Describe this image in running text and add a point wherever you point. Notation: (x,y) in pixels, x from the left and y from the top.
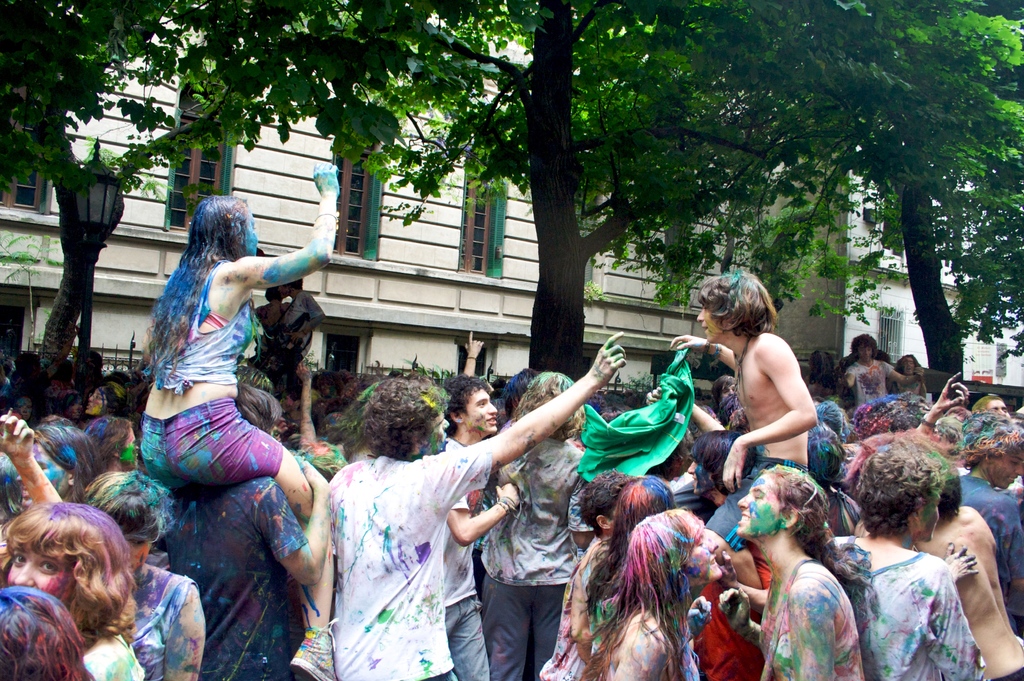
In this image I can see number of people (53,386) are standing in the front (808,481). I can also see colours on their bodies (699,551) and on their clothes (412,507). In the background (509,209) I can see few trees (64,327), few buildings (479,260) and on the left side of this image (103,167) I can see a street light (97,165) and a pole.
